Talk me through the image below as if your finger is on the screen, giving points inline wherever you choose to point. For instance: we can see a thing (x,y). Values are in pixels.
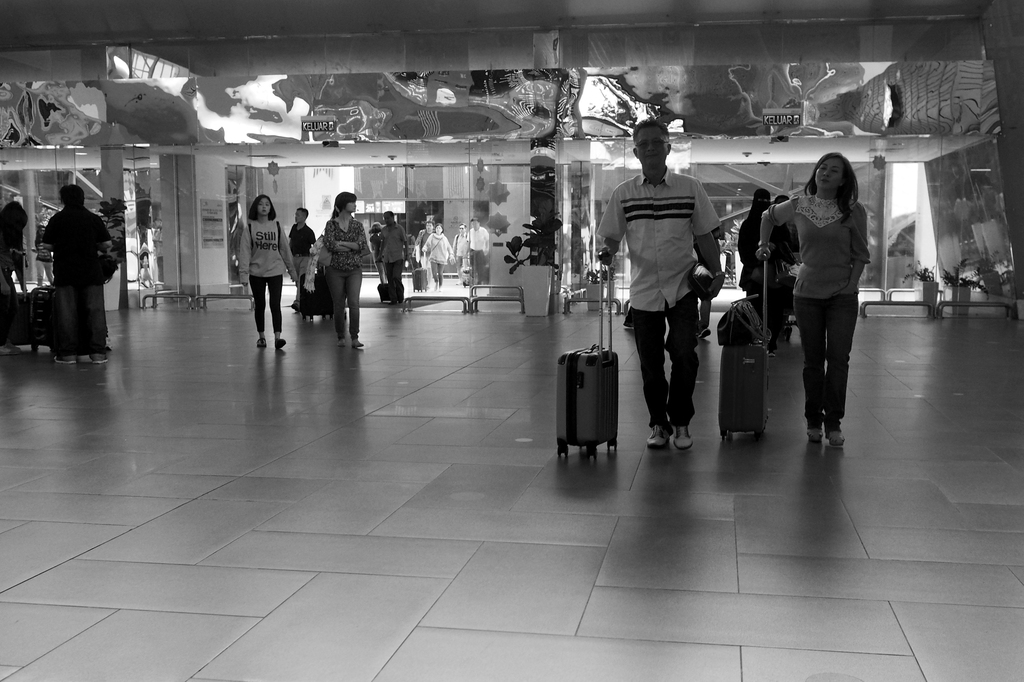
This is a black and white picture, in this image we can see a few people (650,342), among them some people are holding the trolley bags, there are some potted plants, glass doors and a board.
